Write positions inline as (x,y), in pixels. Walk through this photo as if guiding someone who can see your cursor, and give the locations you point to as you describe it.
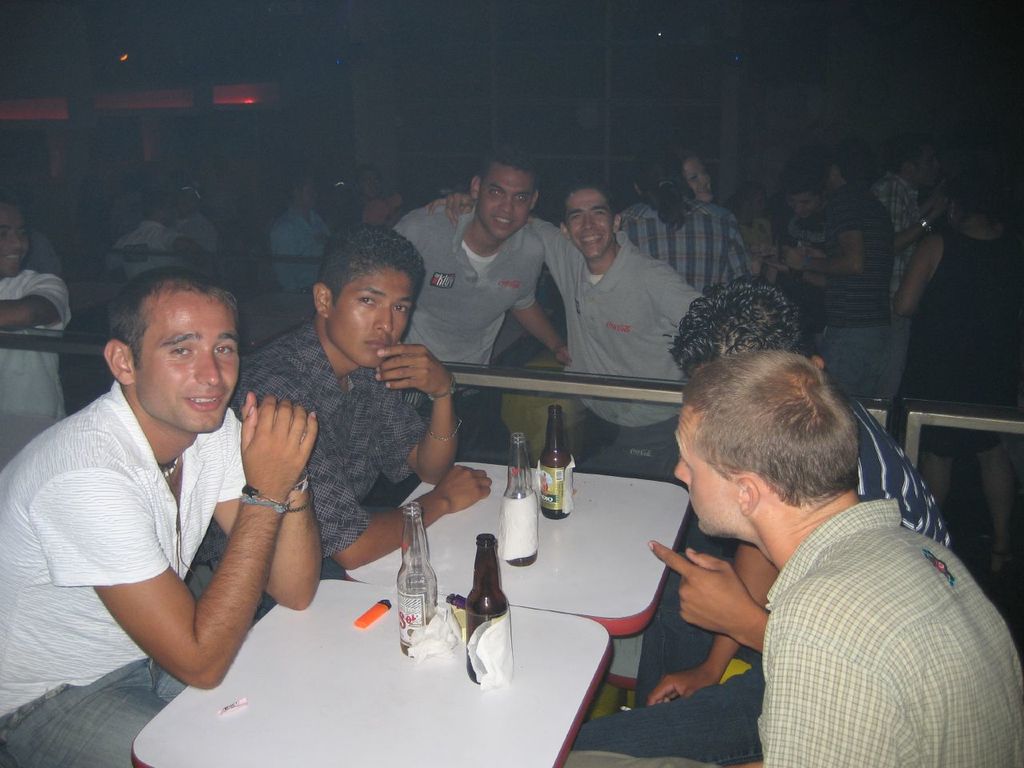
in the picture we can see some persons (297,436) sitting and some persons (496,272) are standing near the table (390,647), here on the table (446,666) we can see bottles (535,498) which are empty and also some tissue papers (493,643).
